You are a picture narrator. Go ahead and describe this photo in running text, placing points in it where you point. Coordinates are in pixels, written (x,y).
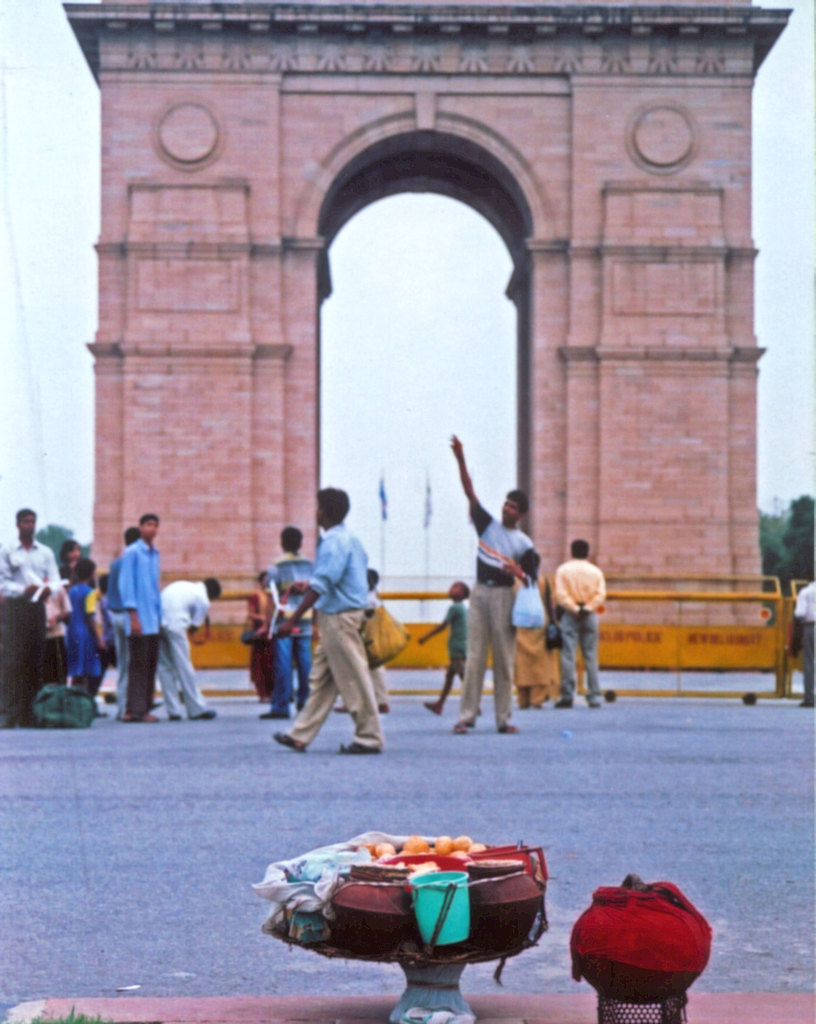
In the foreground of this image (480,903), at the bottom (460,890) there are few objects (618,1009). In the middle (294,535), there are few people (132,540) standing and walking on the road (566,743). Behind it, there are safety boards (685,693), monument wall (614,228), trees (813,535), flags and the sky (402,349).
